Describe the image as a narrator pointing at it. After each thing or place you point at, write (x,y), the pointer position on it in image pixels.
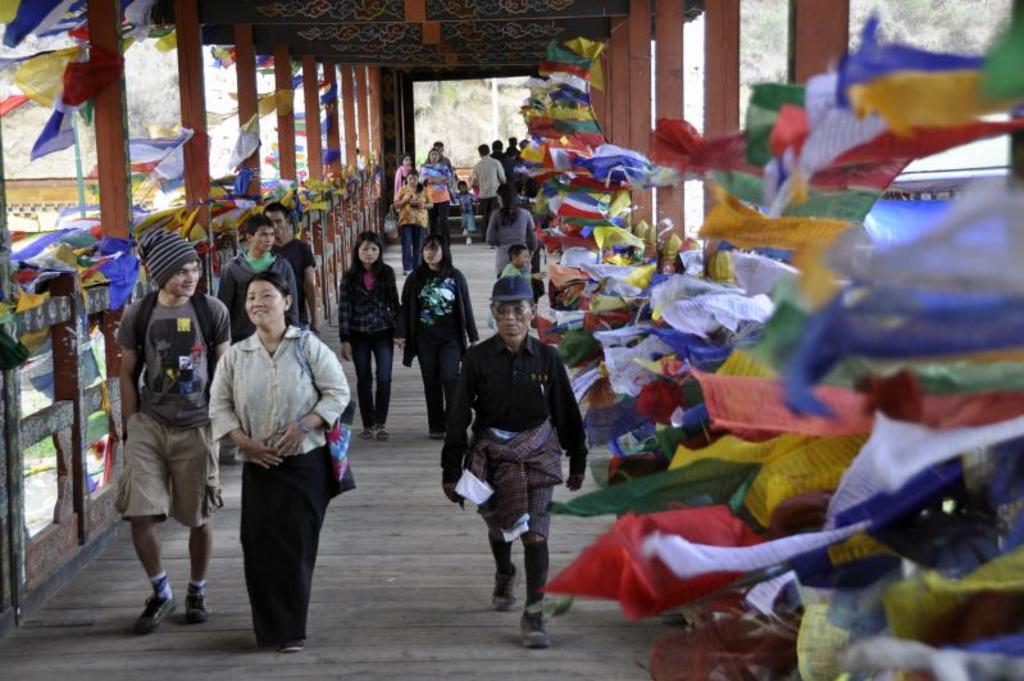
In this picture we can see some people (416,228) are walking, on the right side (817,23) and left side (319,160) we can see pillars (316,140) and clothes (50,144), in the background (775,77) there are some trees (483,93).
